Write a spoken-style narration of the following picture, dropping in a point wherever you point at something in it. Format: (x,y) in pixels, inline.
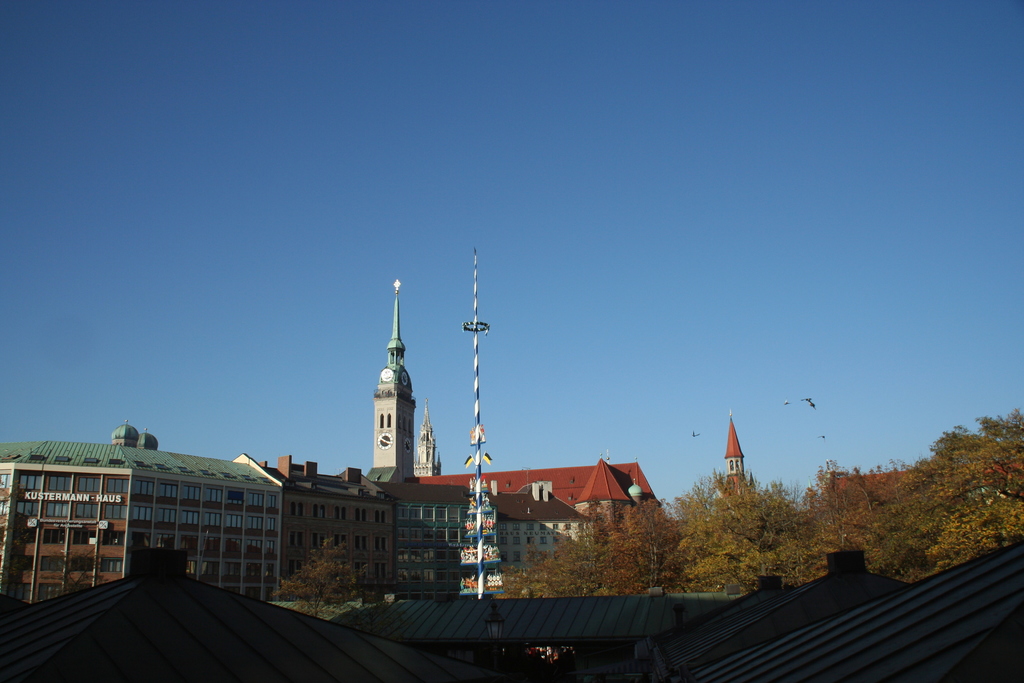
In this picture there is a brown color building (296,496) with many glass window (150,516) and a clock tower (406,476). In the front (424,631) bottom side there are some sheds (766,576) and brown color trees (644,510).
